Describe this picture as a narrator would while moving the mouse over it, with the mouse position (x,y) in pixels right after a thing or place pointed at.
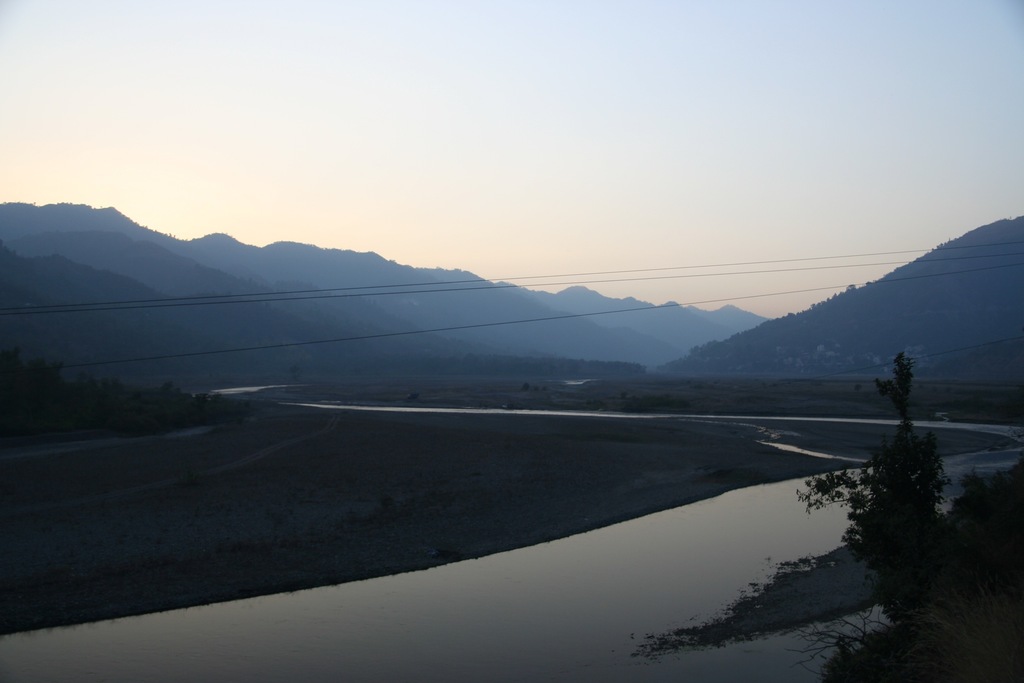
In this picture I can see water (543,587). I can see the hills (505,367). I can see trees (905,484). I can see the sky (511,101).
